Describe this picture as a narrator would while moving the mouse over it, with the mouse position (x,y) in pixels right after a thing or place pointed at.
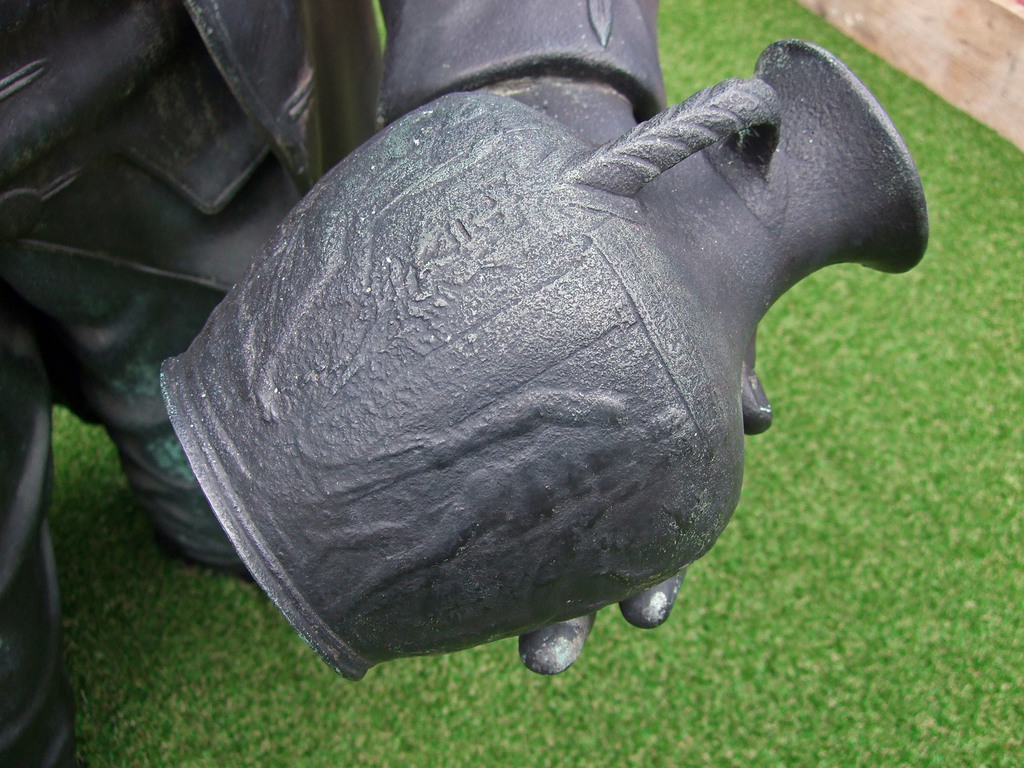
In the center of the image (448,454) there is a sculpture (448,454), which is in black color. In the background (738,63) there is a wood (918,57) and grass (904,328).
